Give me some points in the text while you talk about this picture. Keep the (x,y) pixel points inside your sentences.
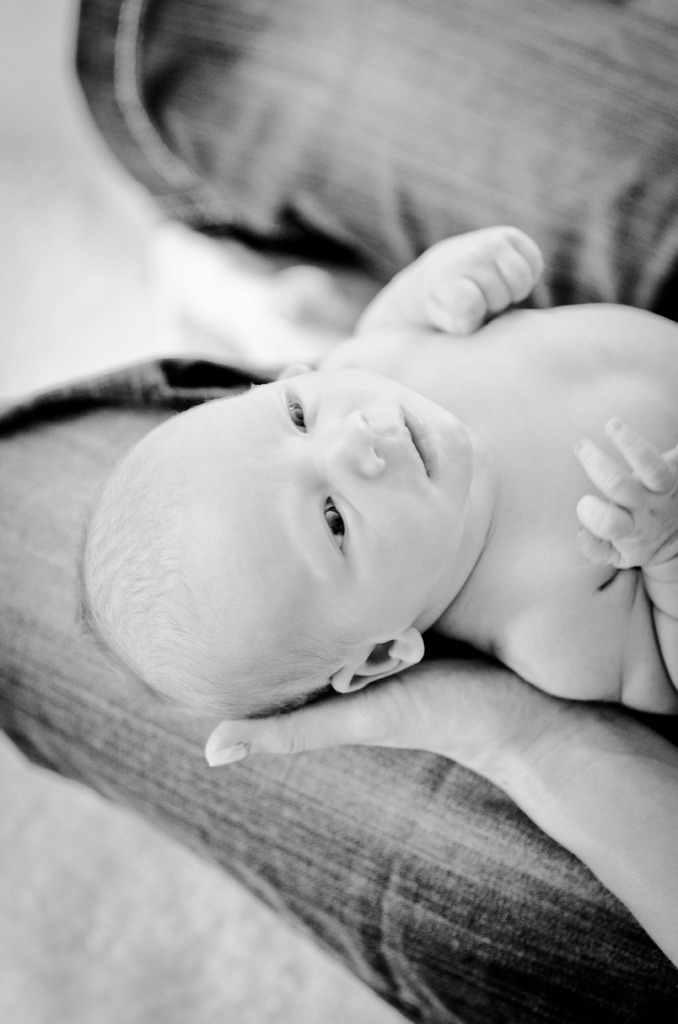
In this picture we can see a baby (414,575) in a person's hand (304,748) and in the background (185,313) it is blurry.
